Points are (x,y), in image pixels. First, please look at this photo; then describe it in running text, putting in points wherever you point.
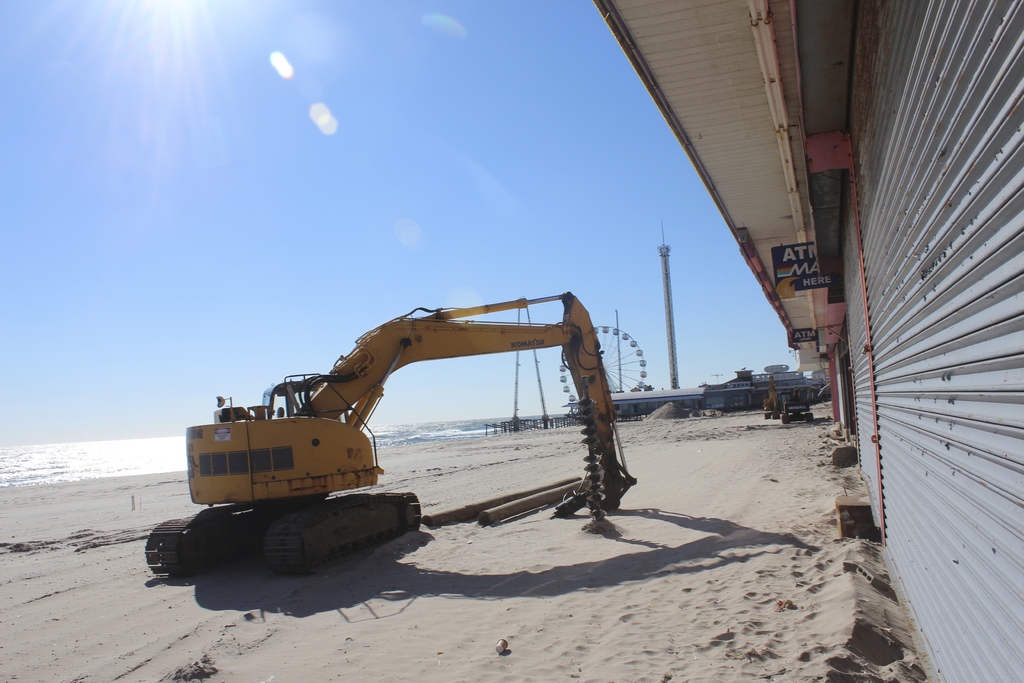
In this image we can see an excavator (225,468), giant wheel (566,377), poles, tower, sheds (655,407), boards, and shutters (917,493). Here we can see sand (465,591) and water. In the background (12,427) there is sky (346,191).
